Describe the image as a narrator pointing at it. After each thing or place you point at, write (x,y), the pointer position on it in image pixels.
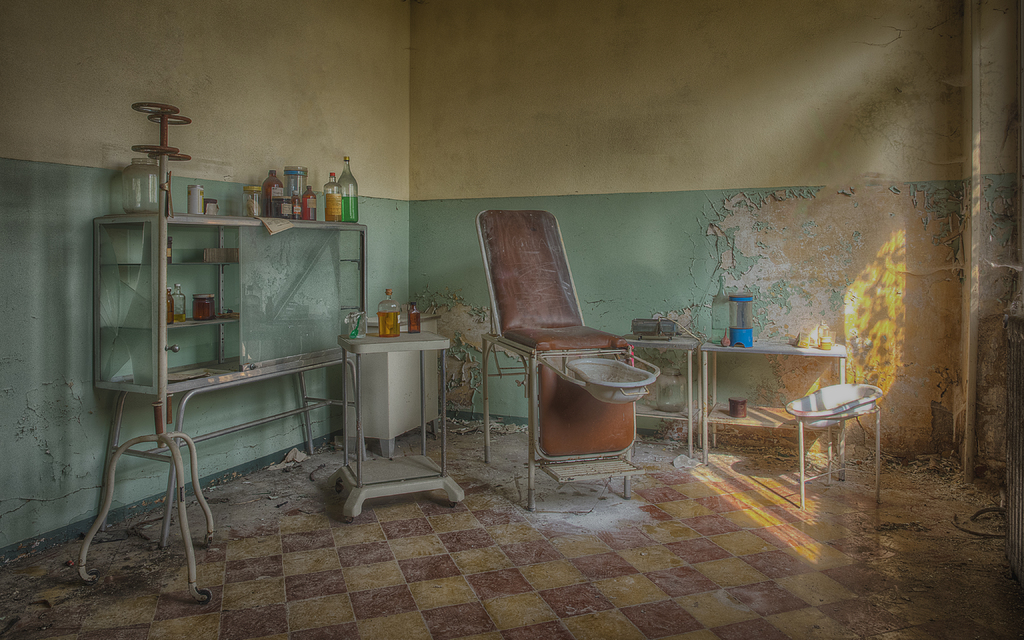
In the picture we can see an old hospital room (613,556) with some racks (154,350) to the wall (25,105) and on it we can see some liquid bottles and near to it, we can see saline stands (81,561) and near it, we can see a chair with a sink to it and to the floor (499,560) is brown and beige tiles (485,561) which is spoiled.
